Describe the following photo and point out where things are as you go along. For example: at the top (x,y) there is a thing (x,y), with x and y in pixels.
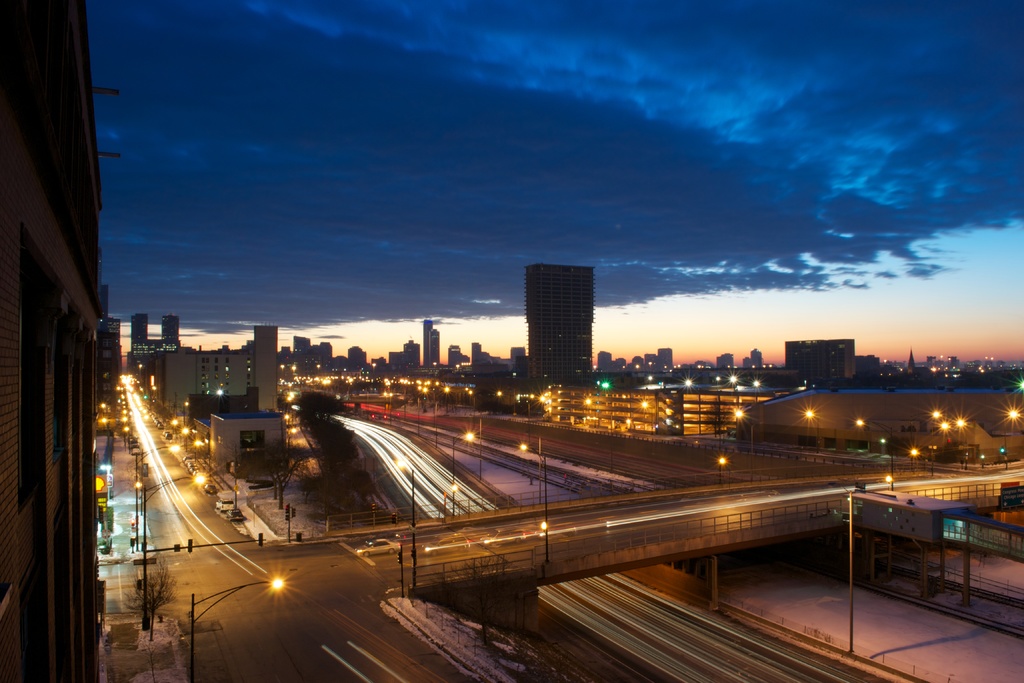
In this image there are vehicles (183,460), lights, buildings (249,418), boards (1023,506) with some text (1017,490) written on it and there are roads (457,510) and the sky (507,175) is cloudy and there are poles (194,605) and trees (159,580).
